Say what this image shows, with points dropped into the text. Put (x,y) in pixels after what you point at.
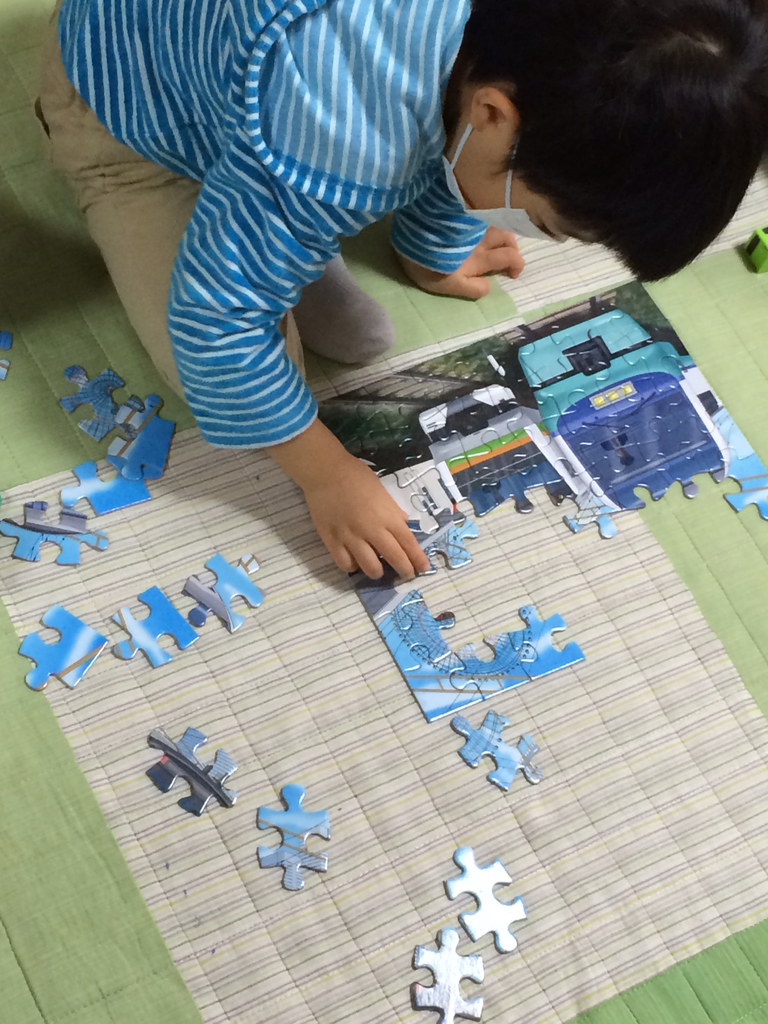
In the picture we can see a kid (186,131) wearing blue color T-shirt (194,27), brown color pant (142,292) sitting on floor (377,804) playing with puzzle (221,596) which is on floor (85,730).
